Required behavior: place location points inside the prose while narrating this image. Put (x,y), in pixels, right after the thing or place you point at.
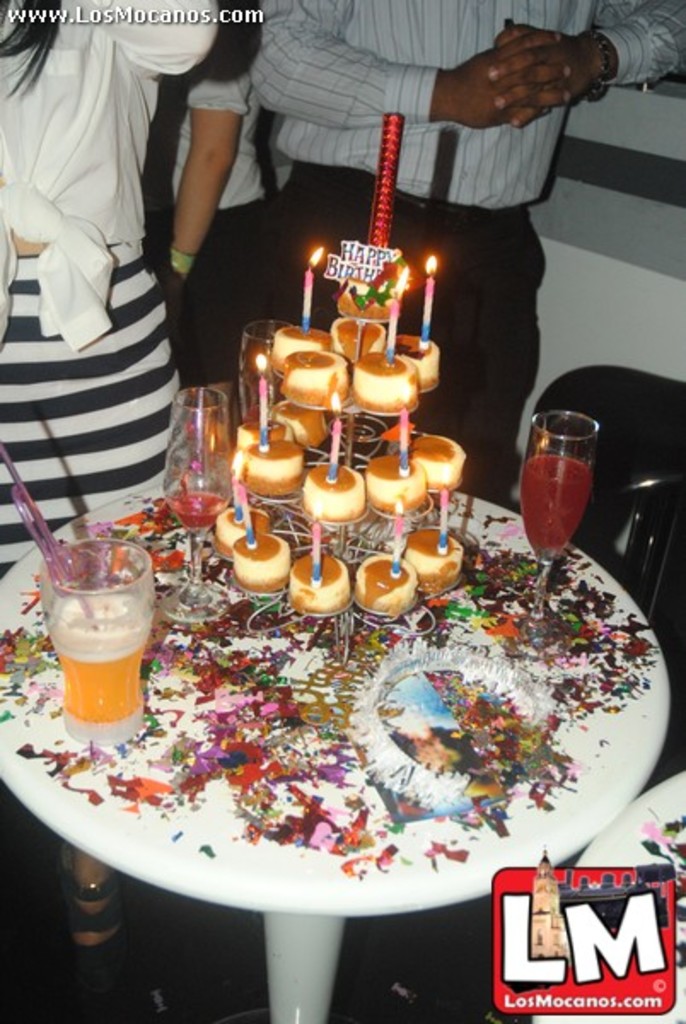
In this image there is a table (152,699) having glasses (51,592) and a stand (409,527) on it there is food (406,594) candles (319,547) are placed. At the left side of the image (4,41) there is a woman (4,41) behind there are two persons (512,53) standing. At the right side (672,602) there is a chair (581,373). Right bottom there is a logo (587,887).
